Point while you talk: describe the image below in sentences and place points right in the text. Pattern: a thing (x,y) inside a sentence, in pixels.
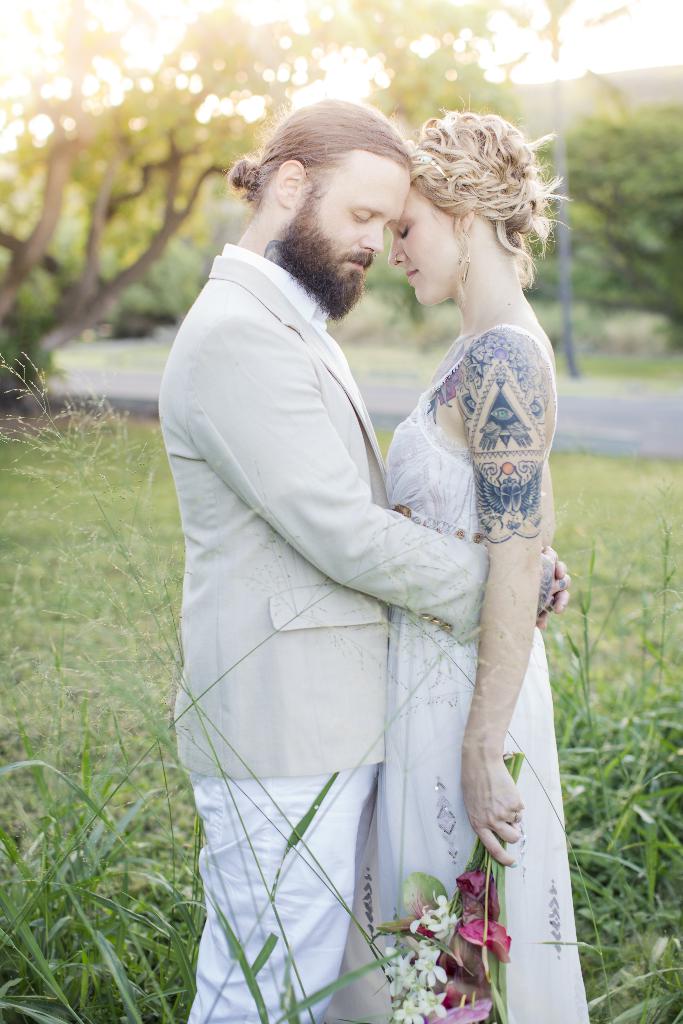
In this picture we can see a man (222,999) and a woman (557,969). She is holding a flower bouquet (386,969) with her hand (517,806). In the background (160,770) we can see grass (576,612), pole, road (72,368), and trees (662,125).
